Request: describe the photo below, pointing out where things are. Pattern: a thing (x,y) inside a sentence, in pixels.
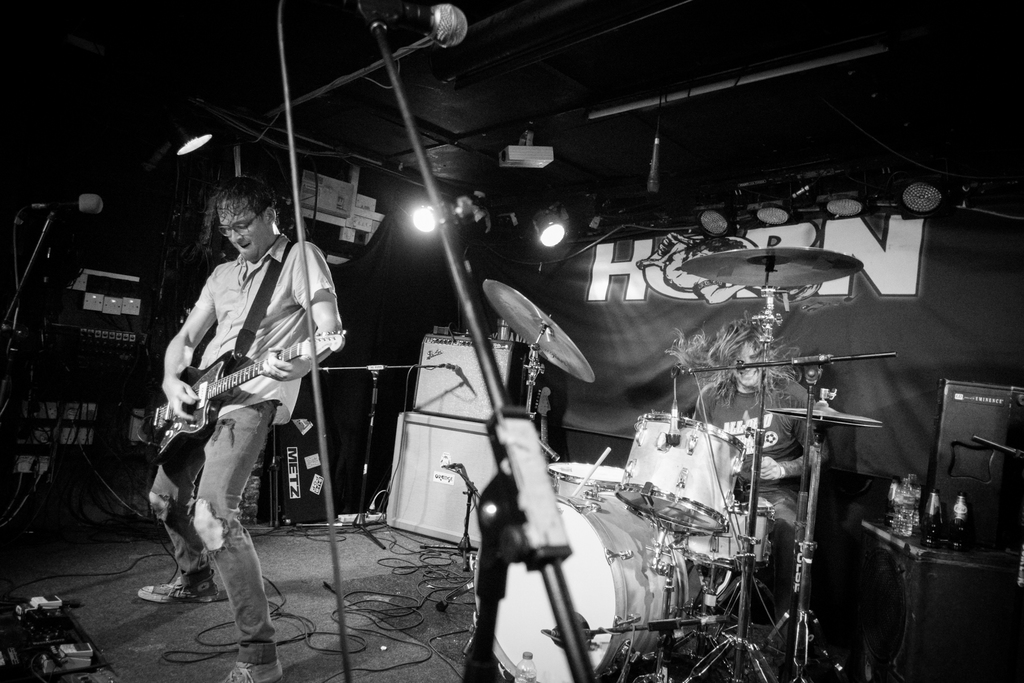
In the image we can see there is a man (248,414) who is holding a guitar (211,387) in his hand (285,371) and behind there is a drum set (630,559) which is played by another man (746,417) and the image is in black and white colour.
